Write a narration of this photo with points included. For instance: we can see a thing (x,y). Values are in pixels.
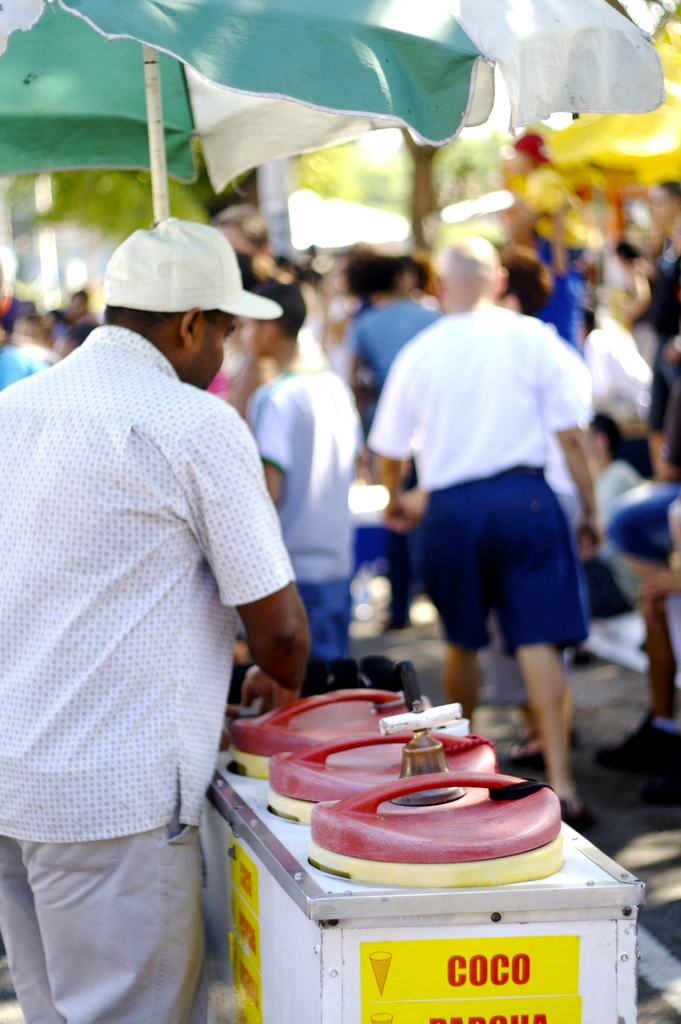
In this image we can see a person (142,360) wearing a white shirt (153,569) and a cap (196,282) is standing in front of a table (506,905) on which a bell (416,764) and group of containers (432,815) are placed on it. In the background (656,754) we can see group of people (466,376) standing, umbrella (168,77) and some trees (97,208).
